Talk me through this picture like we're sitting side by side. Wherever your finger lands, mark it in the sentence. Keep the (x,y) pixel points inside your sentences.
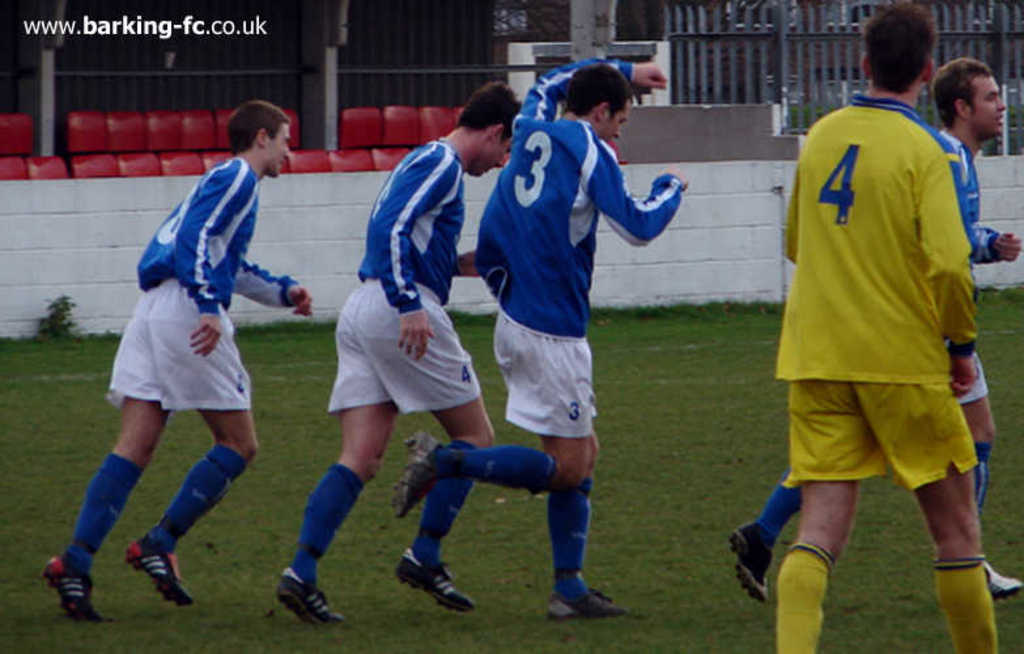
In this image there are persons (365,389) running and there is a man (853,331) walking wearing a yellow colour dress (879,357). In the background (283,200) there is a wall (711,193) and there are empty chairs (344,138) and there is a fence (712,60) and there is grass (664,408) on the ground (74,406).
